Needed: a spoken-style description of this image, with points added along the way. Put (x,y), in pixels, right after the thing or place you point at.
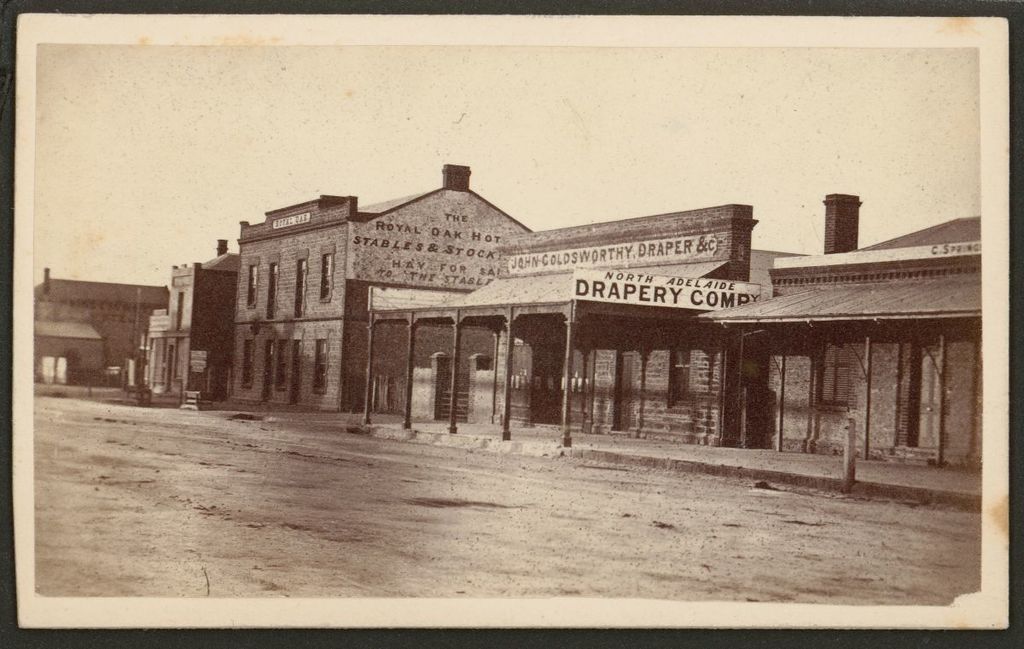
In this picture we can see few houses (445,346) and hoardings (686,286), and it is a black and white photography.
